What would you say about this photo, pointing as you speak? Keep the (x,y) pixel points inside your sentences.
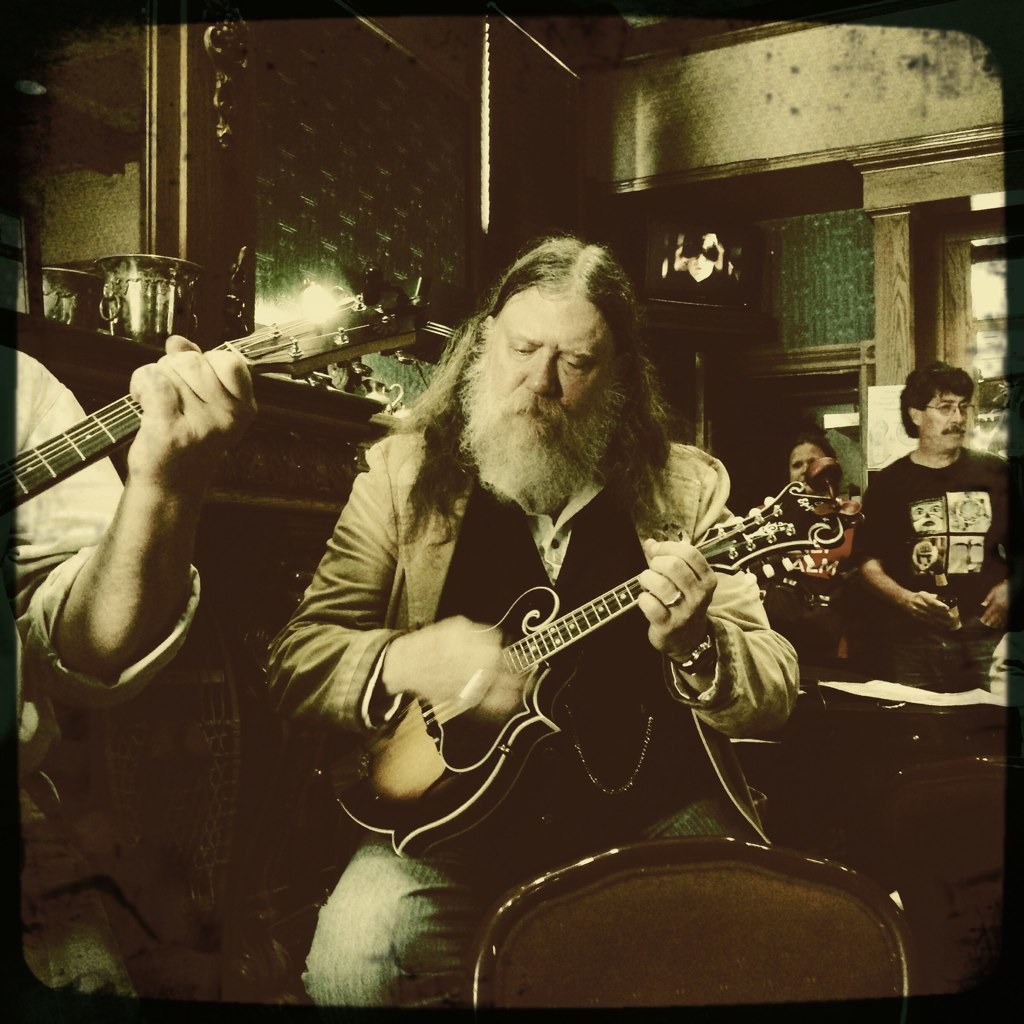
In this image there is a man (682,805) who is playing the mandolin (551,626) with his hand (481,680). At the background (925,518) there are people (919,514) standing. At the top (825,122) there is a wall (831,246).
